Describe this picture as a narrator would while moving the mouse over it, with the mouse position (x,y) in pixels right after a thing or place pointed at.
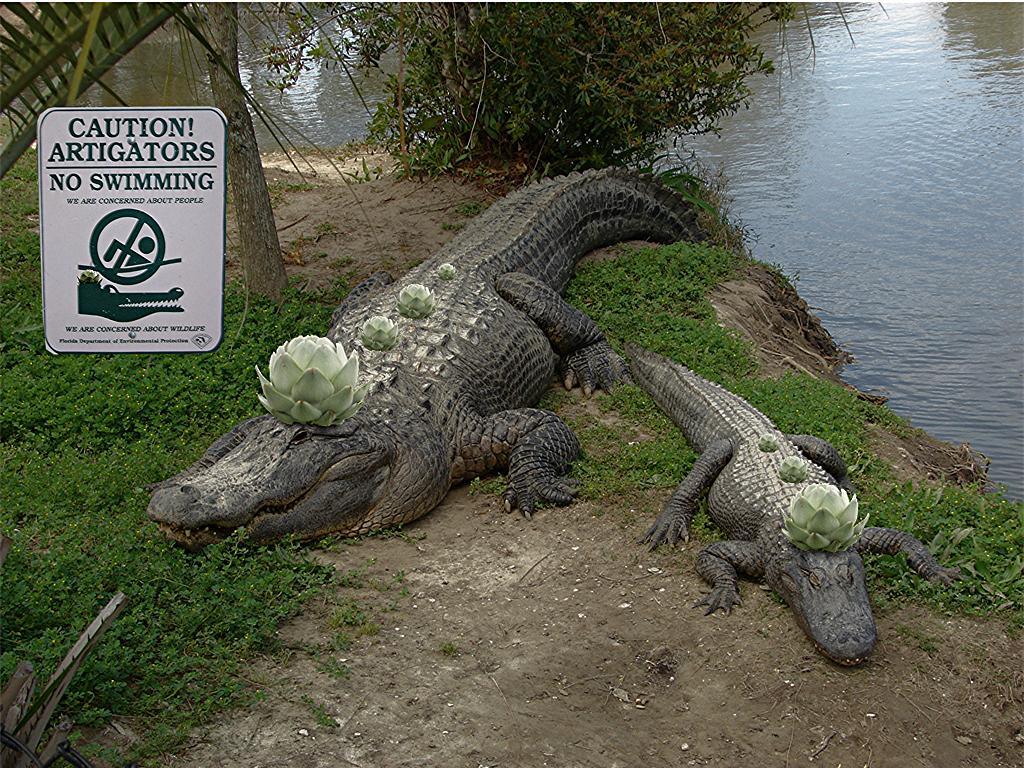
In this image we can see alligators (571,320) on the ground (436,659), sign board (193,208), lake (332,72), tree (422,72), plants (588,86) and grass (158,457).
